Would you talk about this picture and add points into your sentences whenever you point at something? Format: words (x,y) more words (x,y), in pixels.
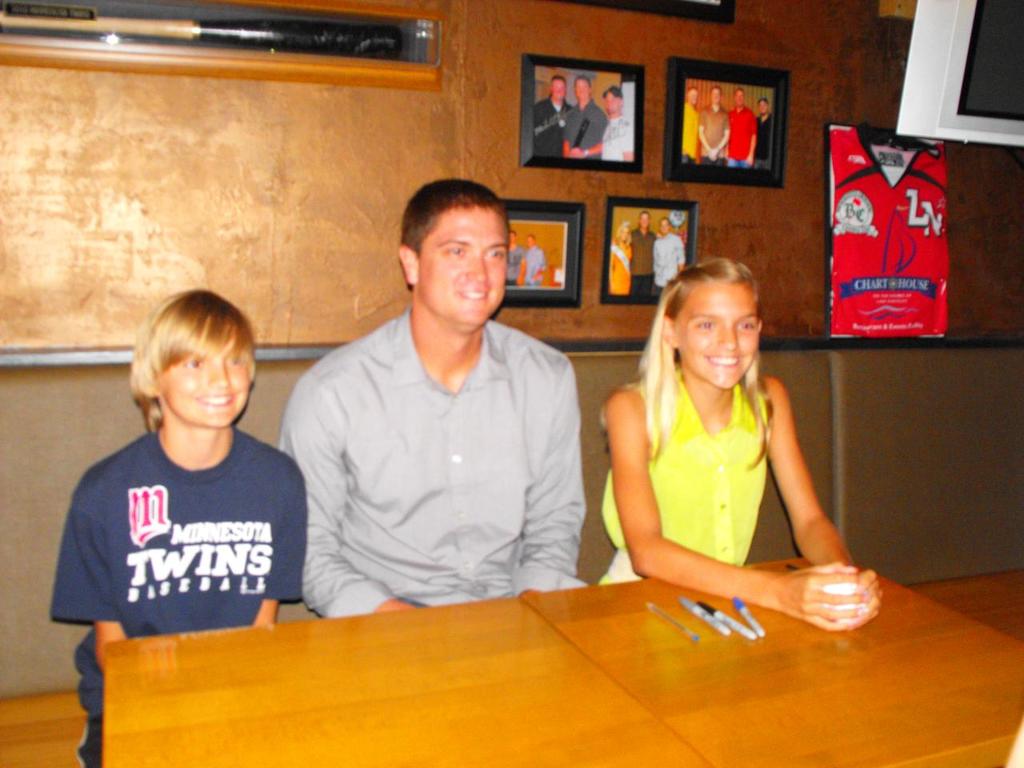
This is a picture taken in a room (420,481), there are three people (403,509) sitting on a bench (46,725) in front of the people (482,503) there is a table (506,654) on the table (717,635) there are pens (710,623). Background of the people (541,479) is a wall (322,199) on the wall (281,216) there are the photos frames (627,121) and a jersey (864,239).
